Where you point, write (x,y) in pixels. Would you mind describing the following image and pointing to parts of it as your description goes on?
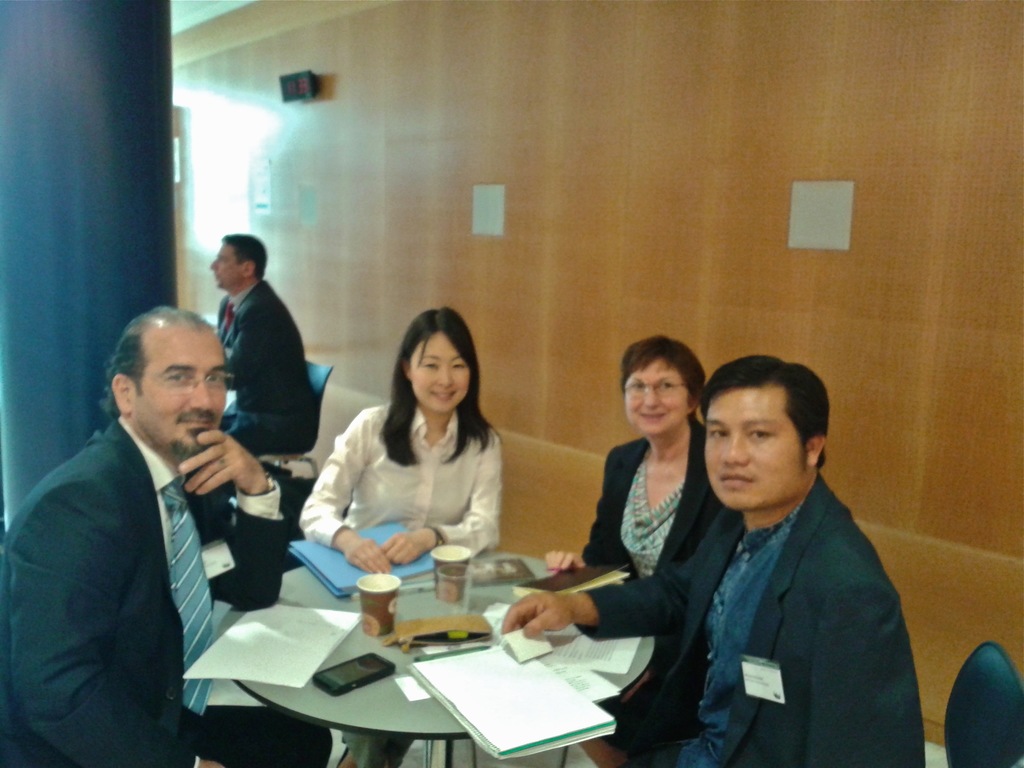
In this image I can see number of people (686,720) are sitting on chairs (984,752) and I can see all of them are wearing formal dress (134,681). In the centre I can see a table (403,597) and on it I can see few papers (318,646), few glasses (383,594), a blue colour thing (320,569) and a cell phone (378,658). On the top side of this image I can see a black colour thing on the wall (353,125).
